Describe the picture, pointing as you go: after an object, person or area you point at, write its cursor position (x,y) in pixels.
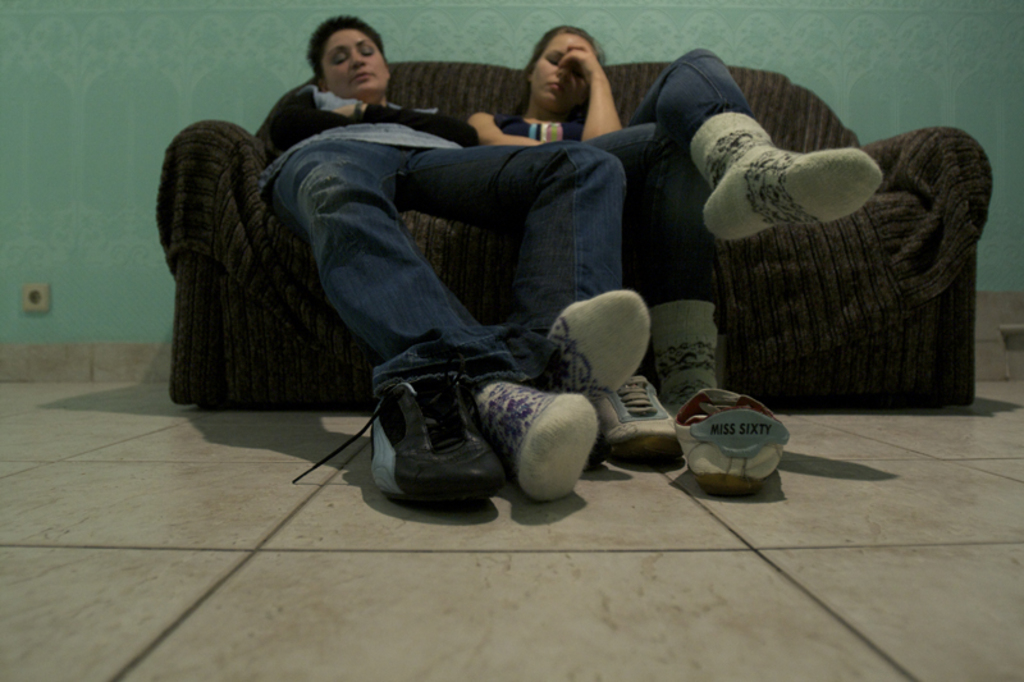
In this image, we can see two persons (549,193) sitting on the sofa (894,170), we can see some shoes (655,405), in the background (58,48) there is a wall (58,48).
